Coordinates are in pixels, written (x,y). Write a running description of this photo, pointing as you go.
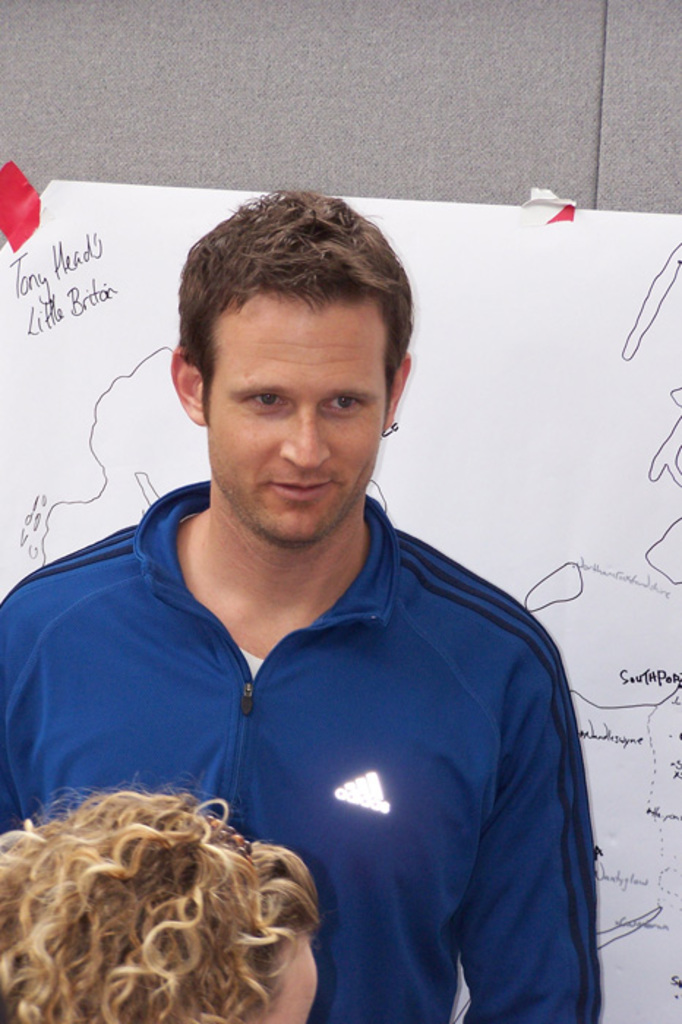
In this picture there is a man (320,709) who is wearing blue jacket (361,756). He standing near to the board (635,693). In the bottom (302,971) there is a woman (193,965) who is wearing hairband (213,818). At the top (342,98) there is a wall (476,63).
